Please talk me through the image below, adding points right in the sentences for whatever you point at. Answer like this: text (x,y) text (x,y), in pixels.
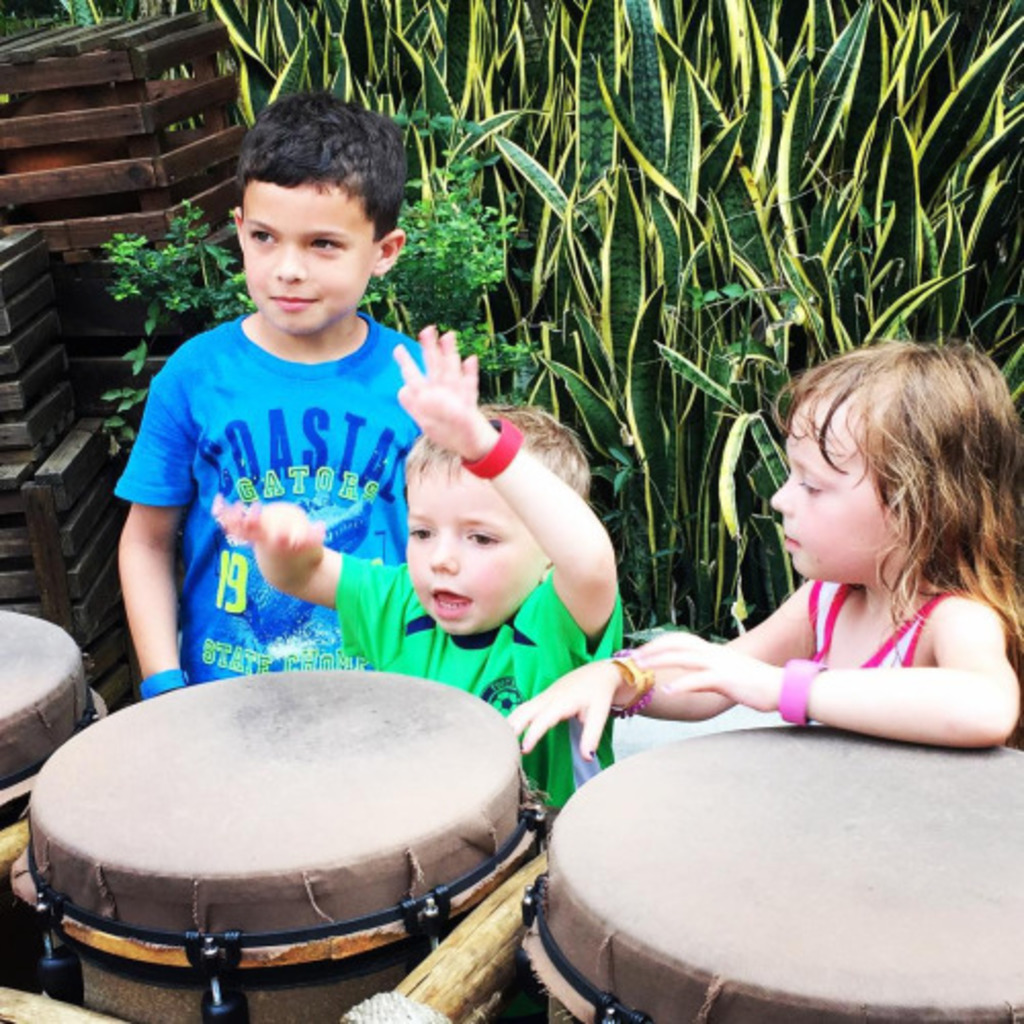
In this image, There are some music instruments (424,881) and three children (571,602) are standing and in the middle (396,570) a boy (525,595) is standing and he is raising his hand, In the background (859,229) there are some plants (632,104) in green color and there are some blocks (143,129) in brown color.
